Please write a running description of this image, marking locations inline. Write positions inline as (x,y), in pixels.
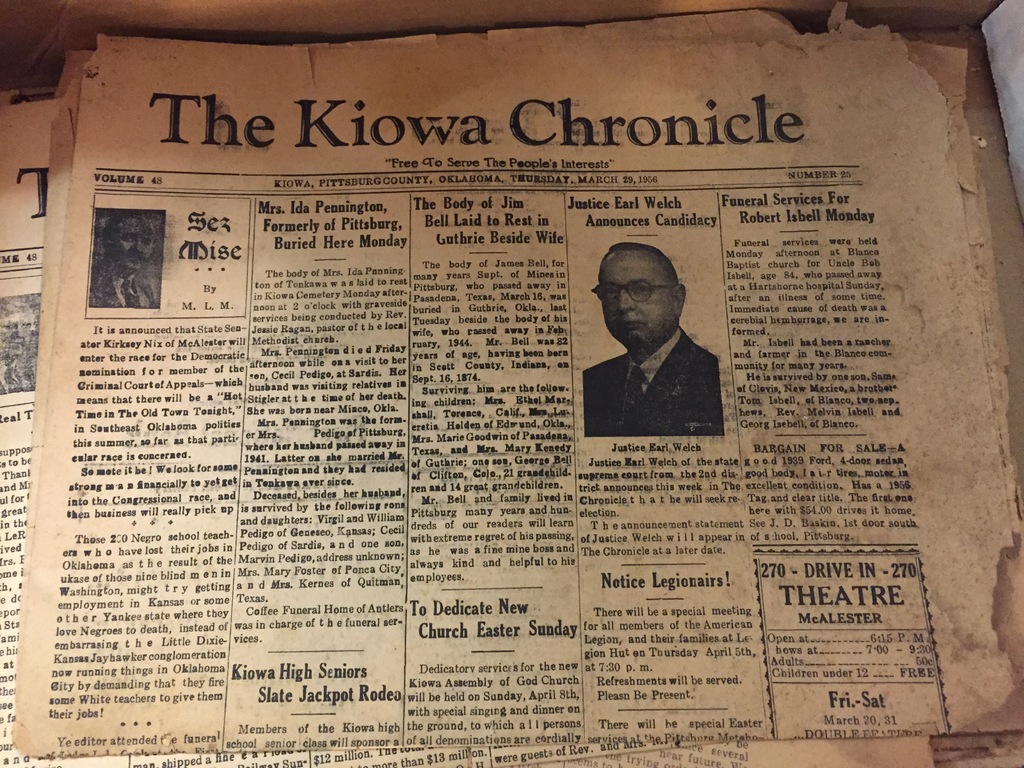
In this picture we can see papers (591,734) and in these papers (848,330) we can see some persons photographs (135,270) and some text (129,629).
